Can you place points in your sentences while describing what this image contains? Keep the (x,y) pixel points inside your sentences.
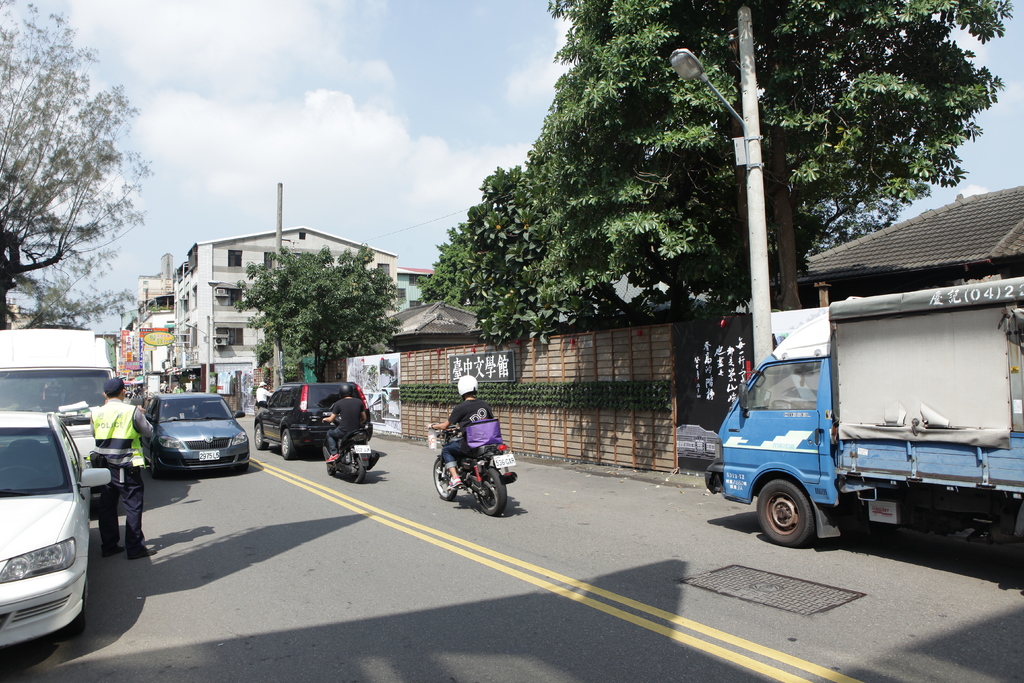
In this image we can see vehicles (67,564) on the road (321,601). There are buildings (178,331), boards (165,343), trees (357,283), poles (755,190) and wires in the background (468,281). The sky (480,59) is in blue color with clouds (287,91).
